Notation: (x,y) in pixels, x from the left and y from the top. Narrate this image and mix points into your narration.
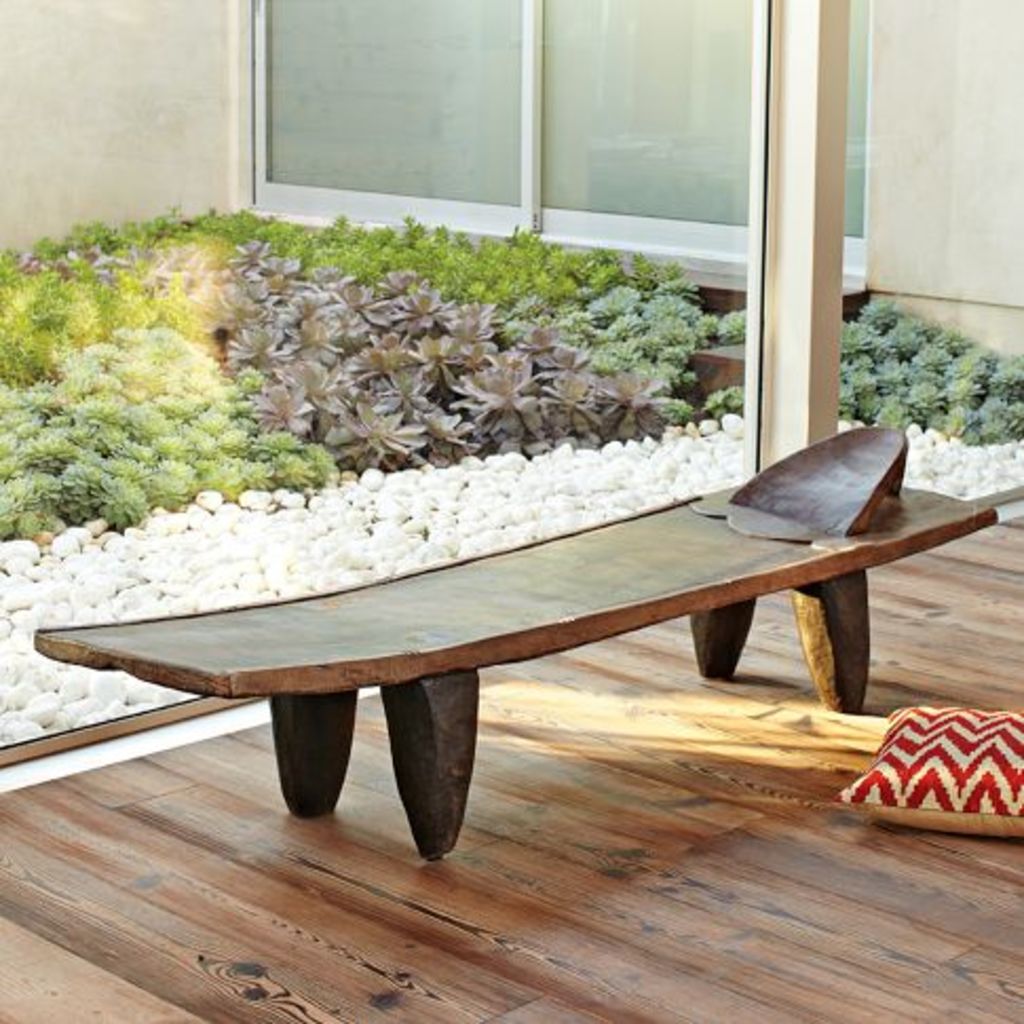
In the center of the image (674,655) there is a wooden floor (389,978). On the wooden floor (390,949), we can see one bench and one pillow (888,757). In the background (627,212) there is a wall (973,193), glass window (654,112), pole (803,267), stones (411,529) and plants (51,479).
